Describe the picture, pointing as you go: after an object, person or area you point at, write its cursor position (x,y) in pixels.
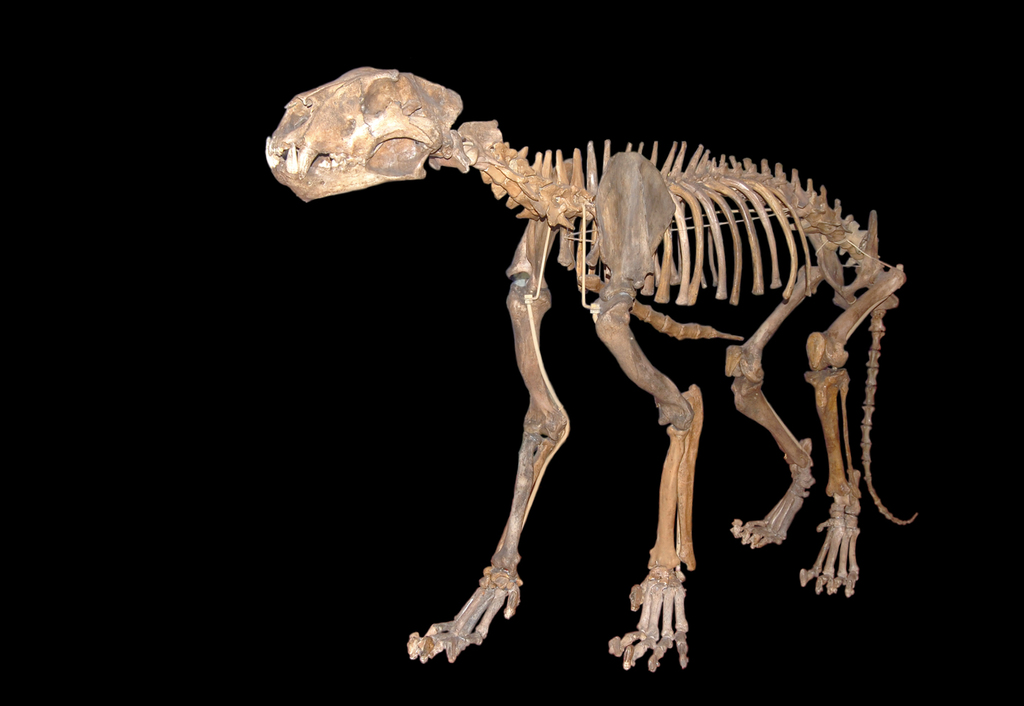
In this image there is a skeleton (524,193) of an animal (646,233). The background (670,58) is dark.
